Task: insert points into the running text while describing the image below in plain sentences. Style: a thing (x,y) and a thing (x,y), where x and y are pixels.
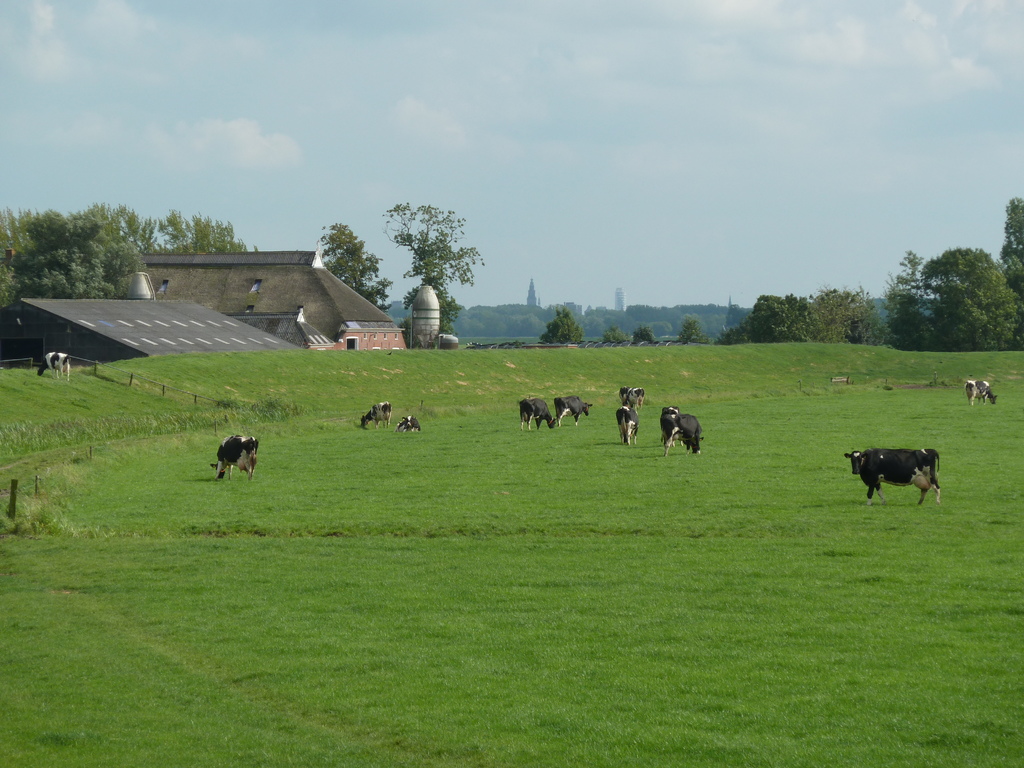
This picture is clicked outside. In the center (556,396) we can see the group of animals (878,490) standing and seems to be eating the grass (429,541). On the left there is an animal (415,421) seems to be sitting on the ground (487,449). In the background (535,305) we can see the sky (382,190), trees (517,316), houses (313,320), skyscrapers (622,298) and some other objects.
